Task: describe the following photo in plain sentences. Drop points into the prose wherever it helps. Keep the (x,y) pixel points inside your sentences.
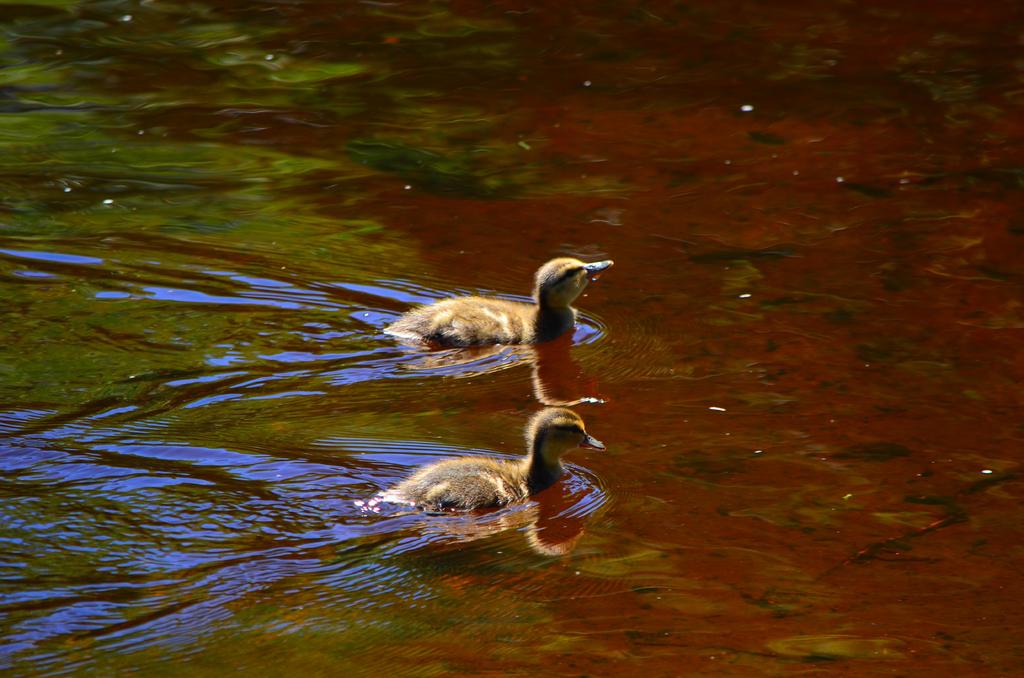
There are two ducks (543,265) in the center of the image (399,396) swimming in the water (619,311).
